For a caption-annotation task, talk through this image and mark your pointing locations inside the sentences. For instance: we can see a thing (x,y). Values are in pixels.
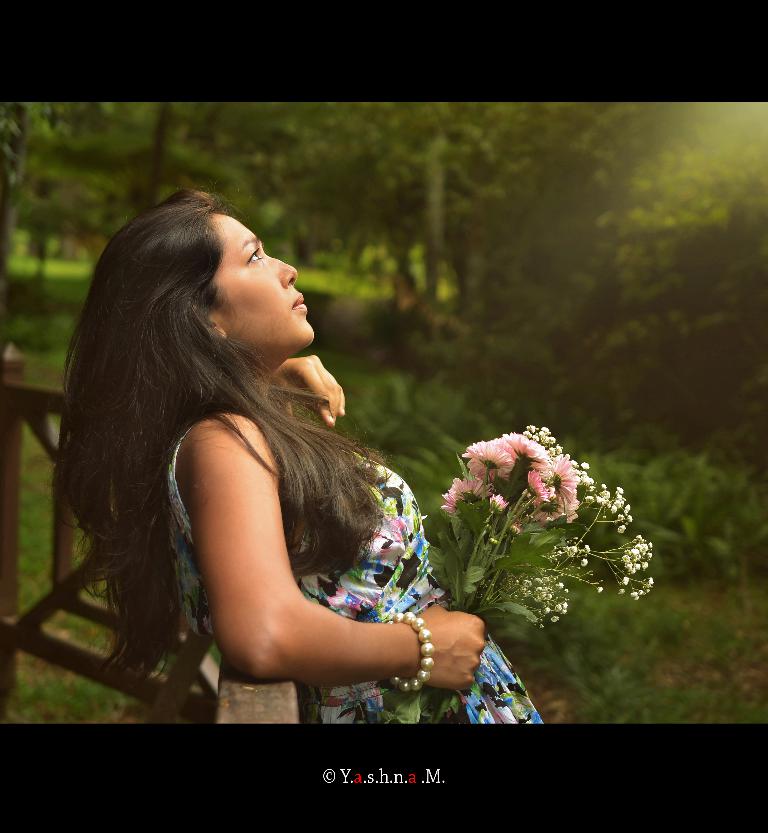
There is one women (351,511) standing in the middle of this image (413,537) is holding some flowers (456,527). There are some trees (511,395) in the background (381,254). There is a fencing wall (50,410) on the left side of this image (111,682). There is some text (359,774) written at the bottom of this image (411,775).
